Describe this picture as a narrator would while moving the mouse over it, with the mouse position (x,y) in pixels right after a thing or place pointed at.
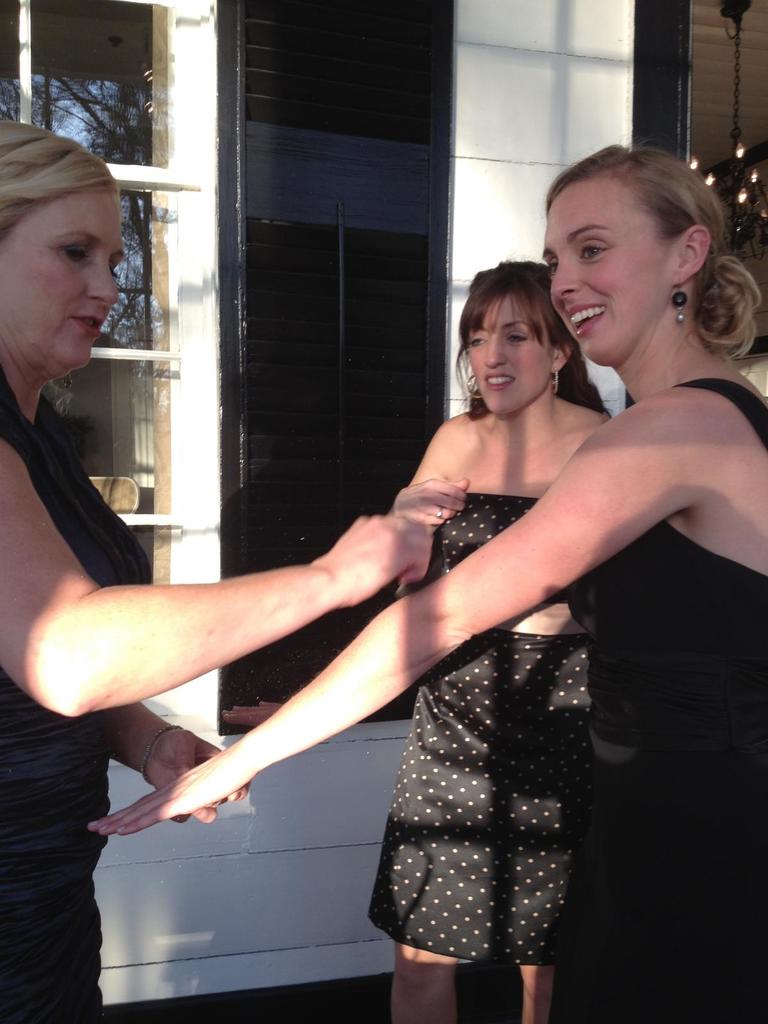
In the picture we can see three women (49,840) standing and wearing black dresses (598,907) and in the background (194,418), we can see a building wall (493,96) with a black shutter (384,313).
